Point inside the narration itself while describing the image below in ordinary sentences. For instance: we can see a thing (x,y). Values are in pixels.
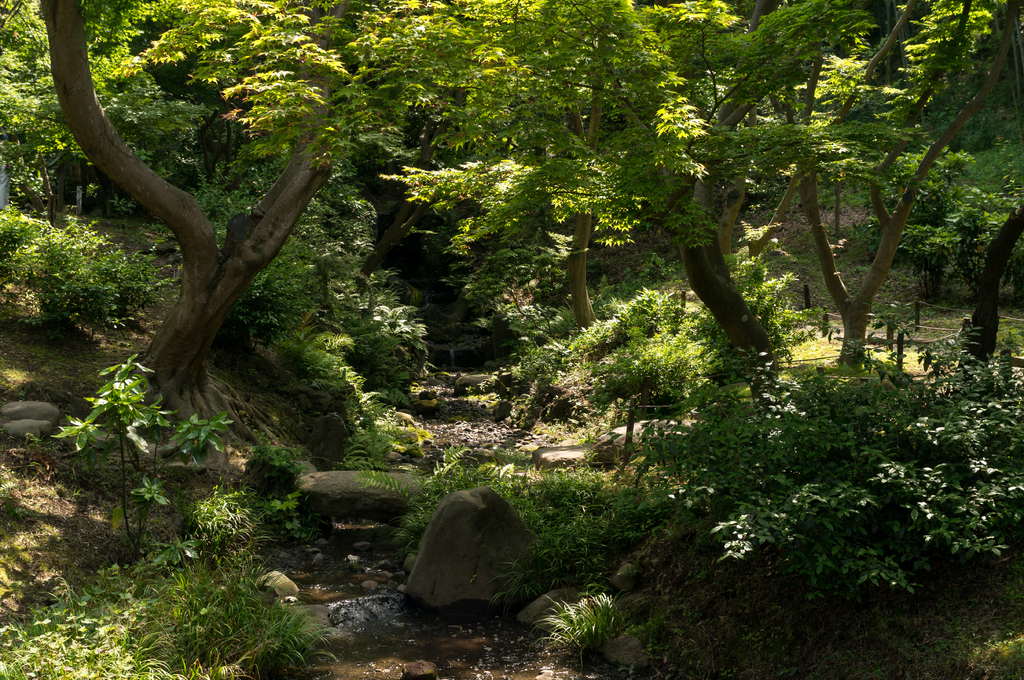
This image looks like it has been taken in a forest (780,418), it contains trees (35,84), plants (620,535) and rocks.
